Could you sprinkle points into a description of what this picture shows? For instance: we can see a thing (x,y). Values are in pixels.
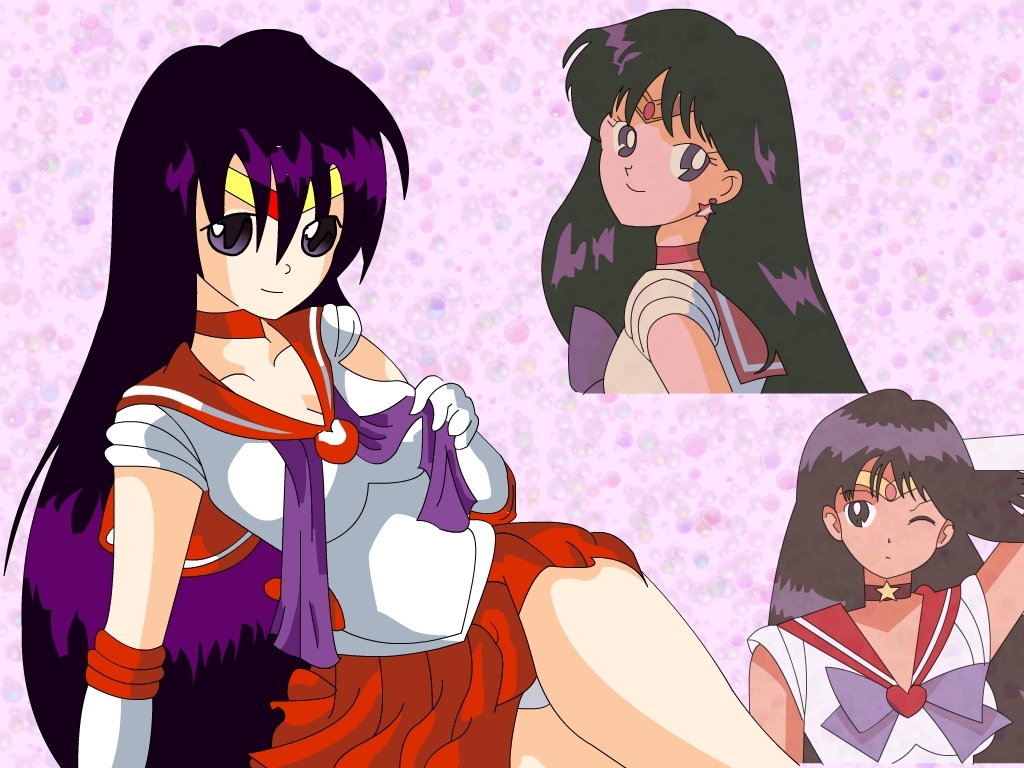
This is an animated picture. Here we can see cartoons (790,386).
